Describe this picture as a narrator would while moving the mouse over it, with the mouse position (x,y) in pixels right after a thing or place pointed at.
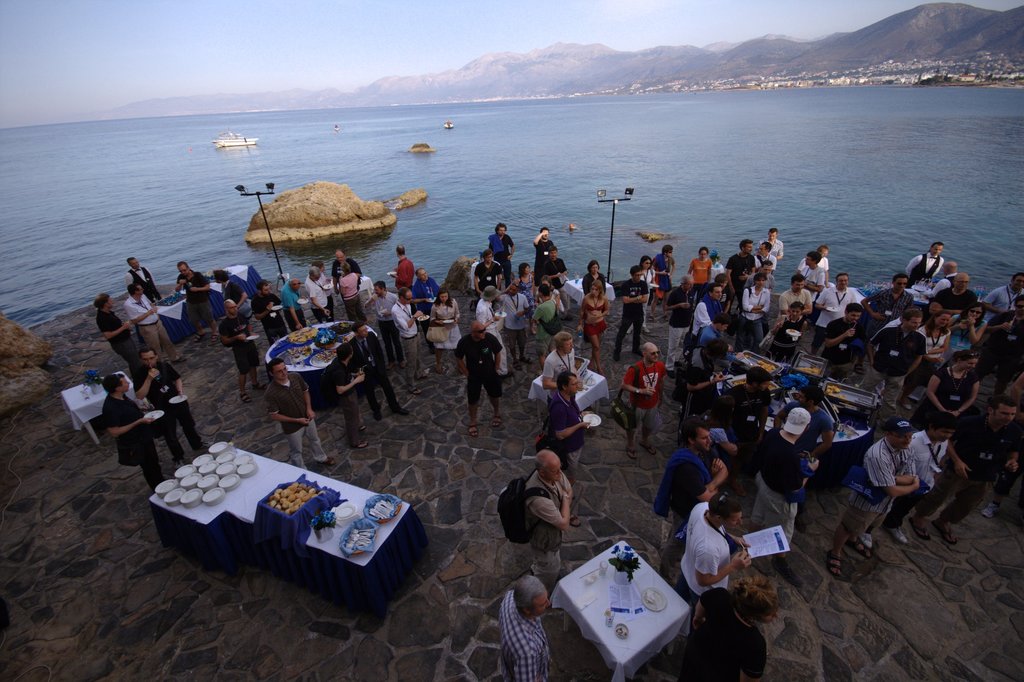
In this image we can see these people (599,296) are standing on the stone ground (136,566), we can see tables (176,512) on which we can see plates (177,495), flowers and a few more things (288,502) are kept, we can see light poles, rocks (330,233), boat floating on water (846,151), hills (969,39) and the sky (112,54) in the background (298,28).
